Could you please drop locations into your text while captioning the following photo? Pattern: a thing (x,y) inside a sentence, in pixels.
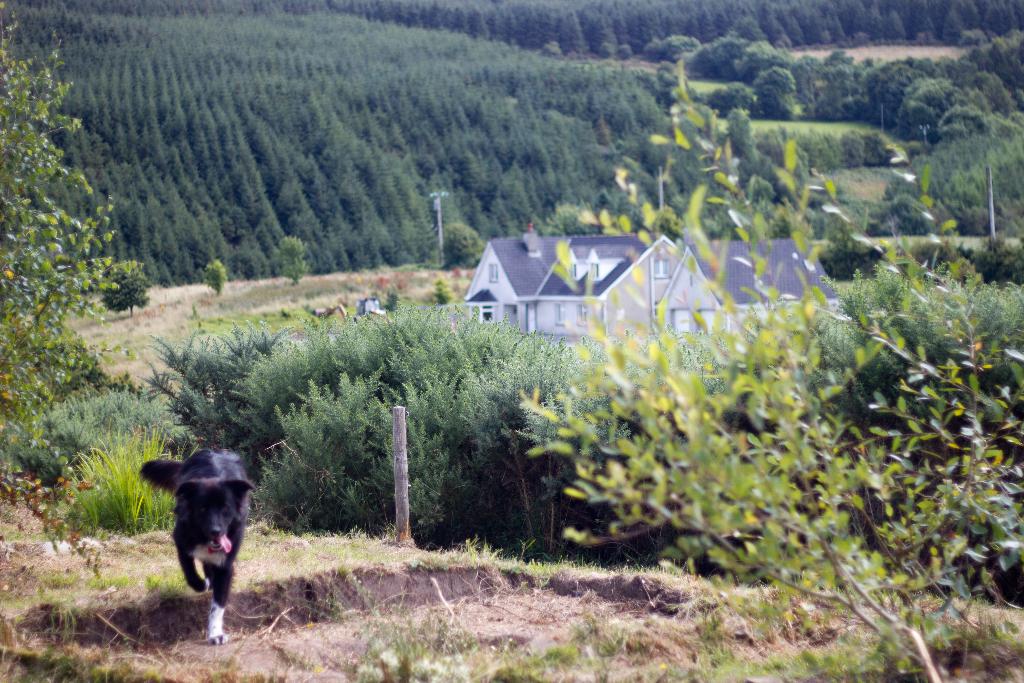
In this image we can see a dog (216,526) on the ground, there are some trees (266,203), poles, grass (400,280), plants (695,315) and houses (507,307).
